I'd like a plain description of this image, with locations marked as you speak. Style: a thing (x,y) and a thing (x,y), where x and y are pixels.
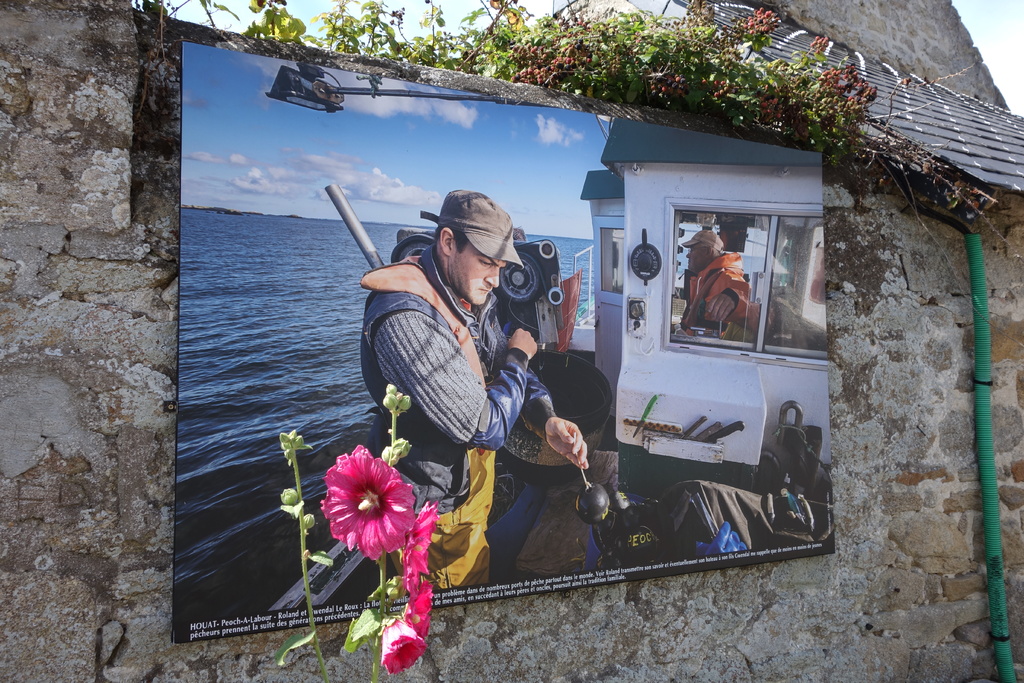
In the picture I can see a wall (961,384) which has board (559,425) attached to it. In the board (491,367) I can see photos (447,401) of people (447,442) on a boat (641,369). The boat (347,218) on the water (321,355). In the background (445,174) I can the sky (416,184).
